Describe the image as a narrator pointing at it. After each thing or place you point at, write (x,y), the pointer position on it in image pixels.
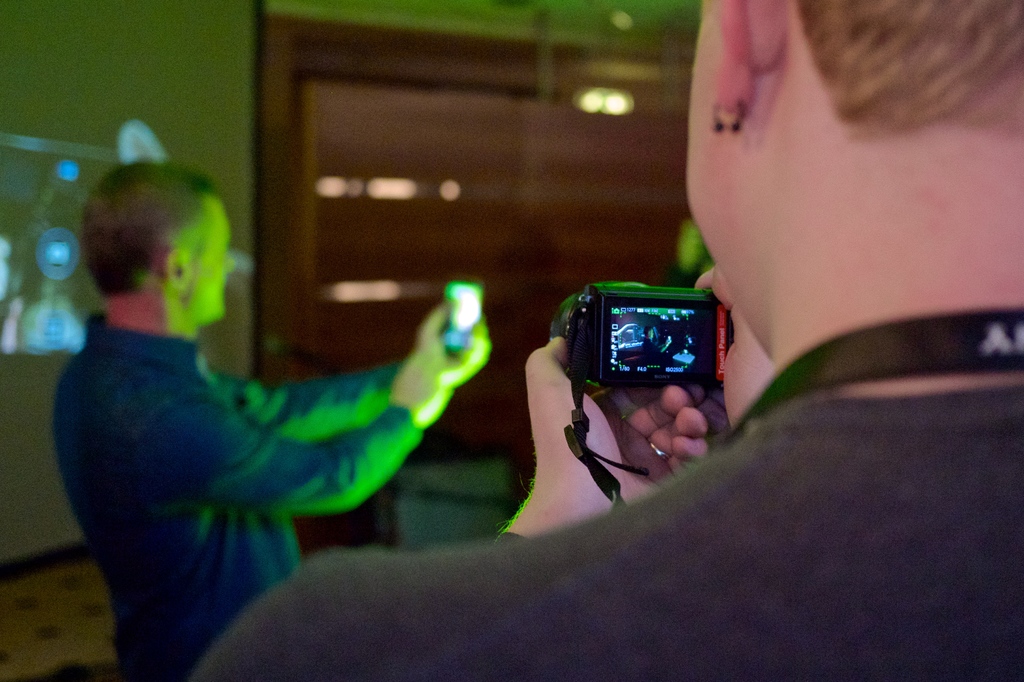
This picture is clicked inside the room (689,2). The man (343,551) on the right corner of the picture (775,471) wearing black t-shirt (678,559) is holding camera (571,334) in his hands (645,422) and he is clicking images in it. The men (381,436) on the left (301,400) wearing blue shirt (191,450) is also holding something in his hand (419,365). On background (184,78), we see a wall (228,112) which is green in color and beside that, we see a door (474,134) which is brown in color.
